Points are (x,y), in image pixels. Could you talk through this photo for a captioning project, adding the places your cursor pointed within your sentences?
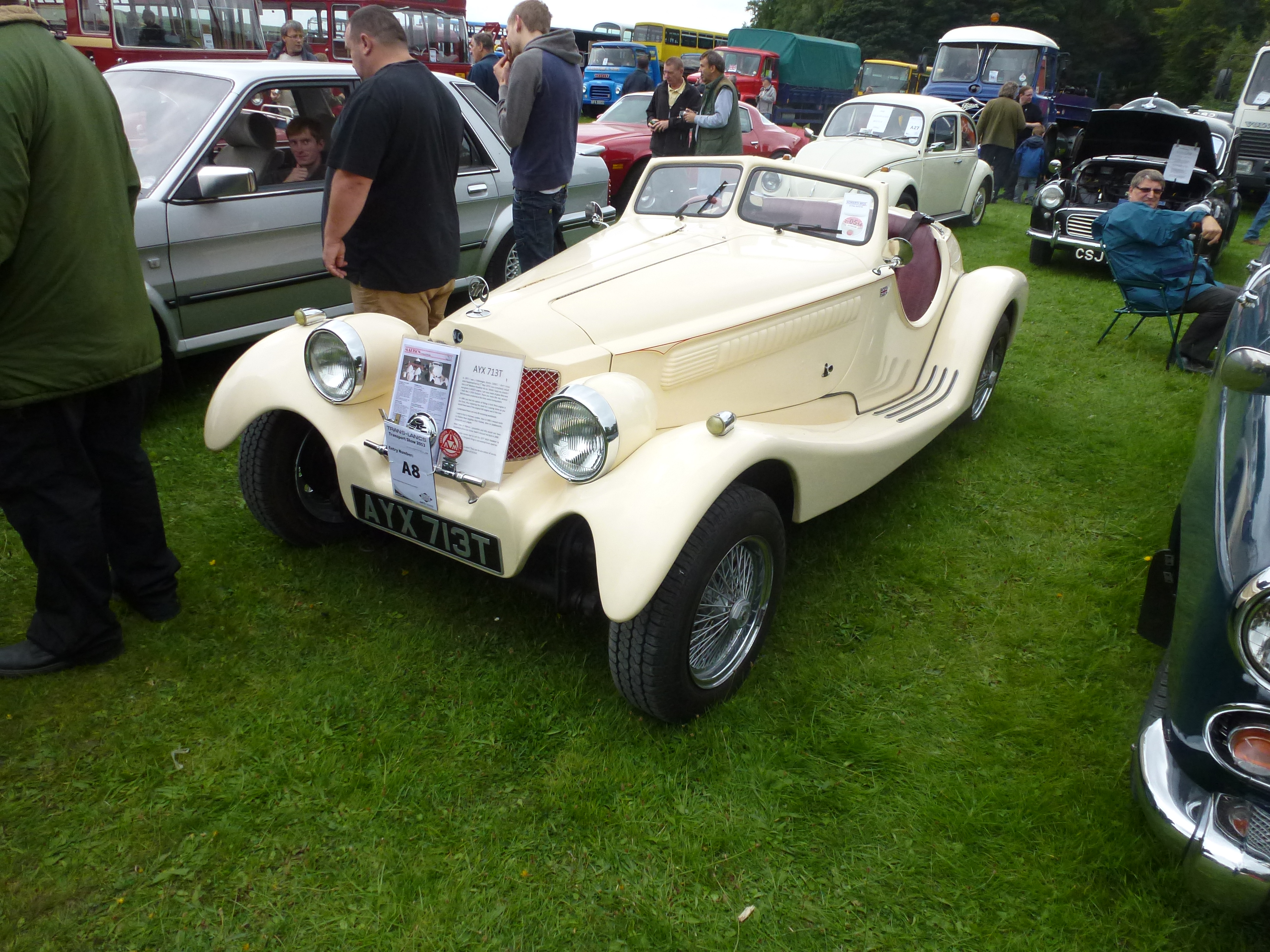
In this picture we can see a group of people (724,83) where some are standing and some are sitting on chair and some are sitting inside car (243,221) where we can see so many vehicles (884,305) on grass (541,808) and in background (758,8) we can see sky (733,12), trees (1119,31).
